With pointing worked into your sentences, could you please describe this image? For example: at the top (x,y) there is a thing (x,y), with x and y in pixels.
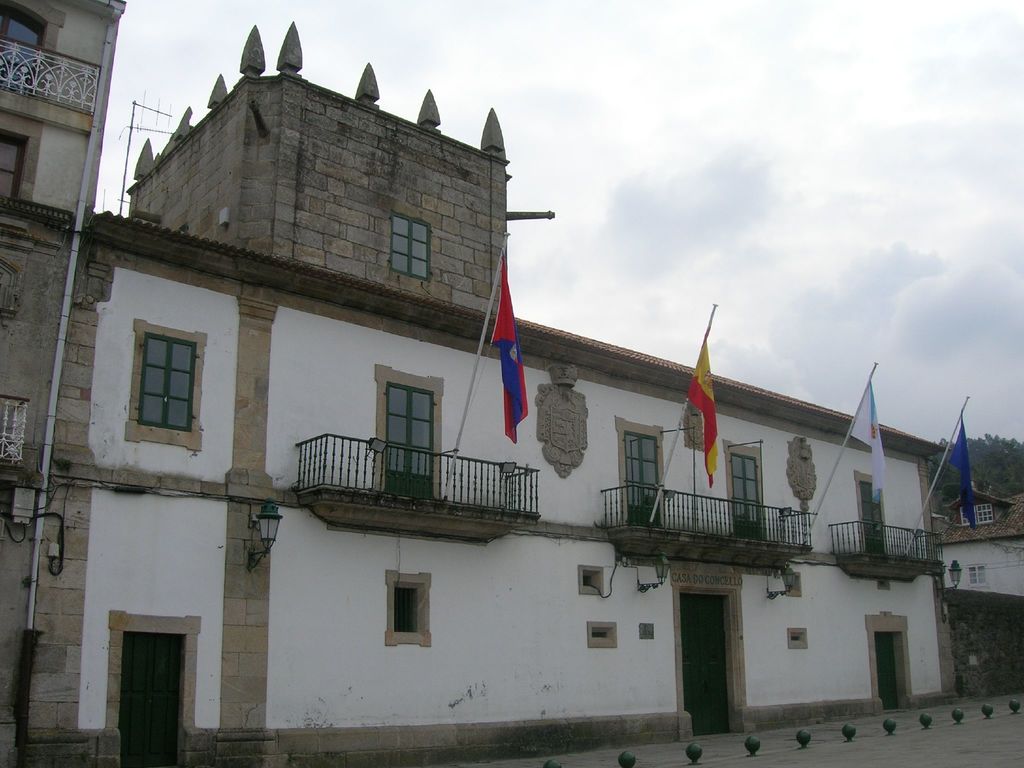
In this picture we can see buildings (589,579), there are four flags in the middle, on the left side (266,537) there is a light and a pipe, we can see the sky (795,99) at the top of the picture (761,96), on the right (976,458) there is a tree (995,456), we can also see windows (150,426), doors (889,634) and railings (892,545) of this building (652,533).
